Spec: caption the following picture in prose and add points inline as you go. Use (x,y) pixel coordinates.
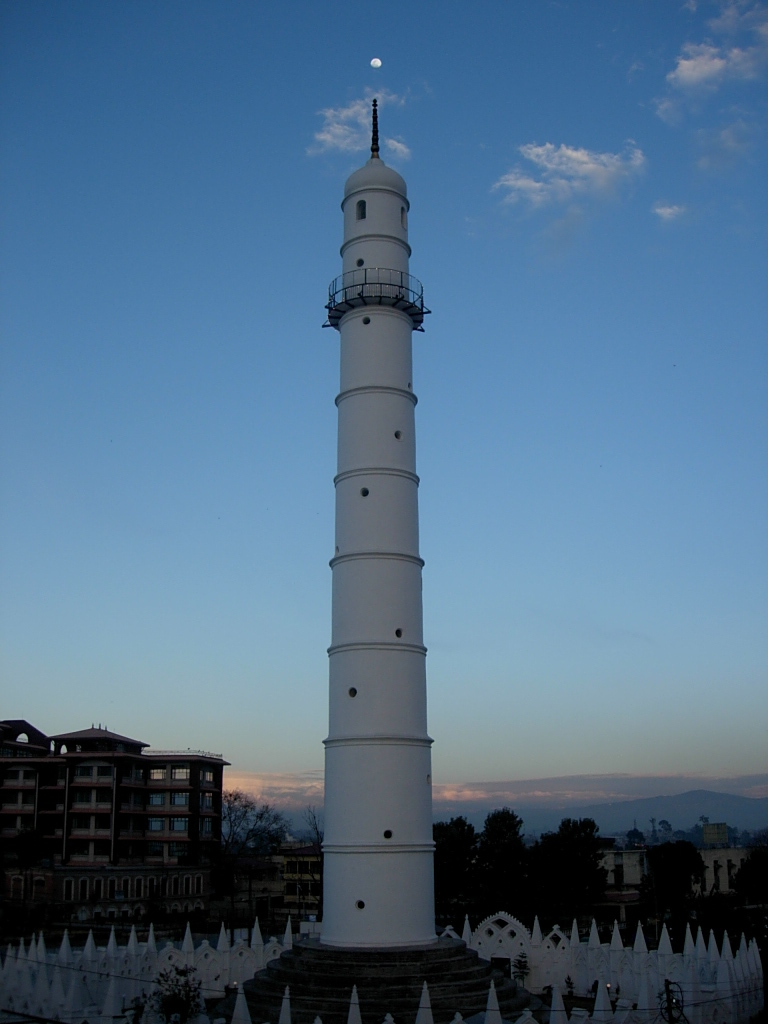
Here in the middle (408,344) we can see a light house tower (343,340) present on the ground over there and we can see buildings (166,785) present here and there on the ground (624,988) and we can see trees (487,864) and plants (454,822) present all over there and we can see clouds (567,170) in sky (463,150) and we can also see moon (373,62) present in the sky (395,56) over there.
